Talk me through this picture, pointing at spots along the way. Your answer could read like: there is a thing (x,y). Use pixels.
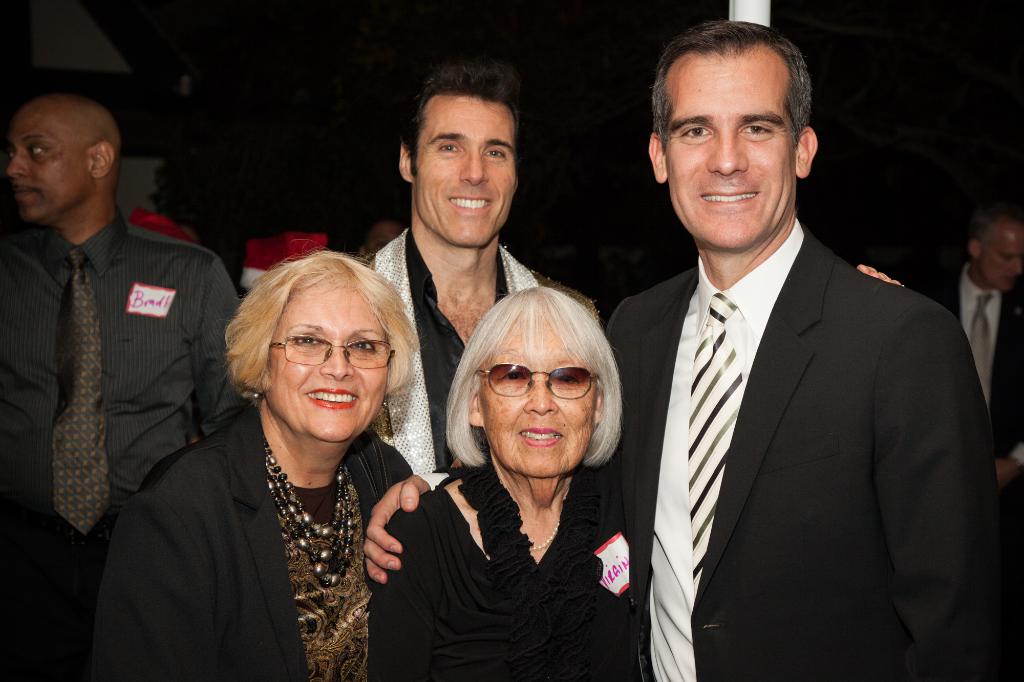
There are two men (738,256) and two women (460,548) standing and smiling. On the left side of the image (188,284), I can see another person (109,226) standing. This looks like an object (283,238). On the right side of the image (974,232), here is the man (992,297) standing. The background (307,39) looks dark.
